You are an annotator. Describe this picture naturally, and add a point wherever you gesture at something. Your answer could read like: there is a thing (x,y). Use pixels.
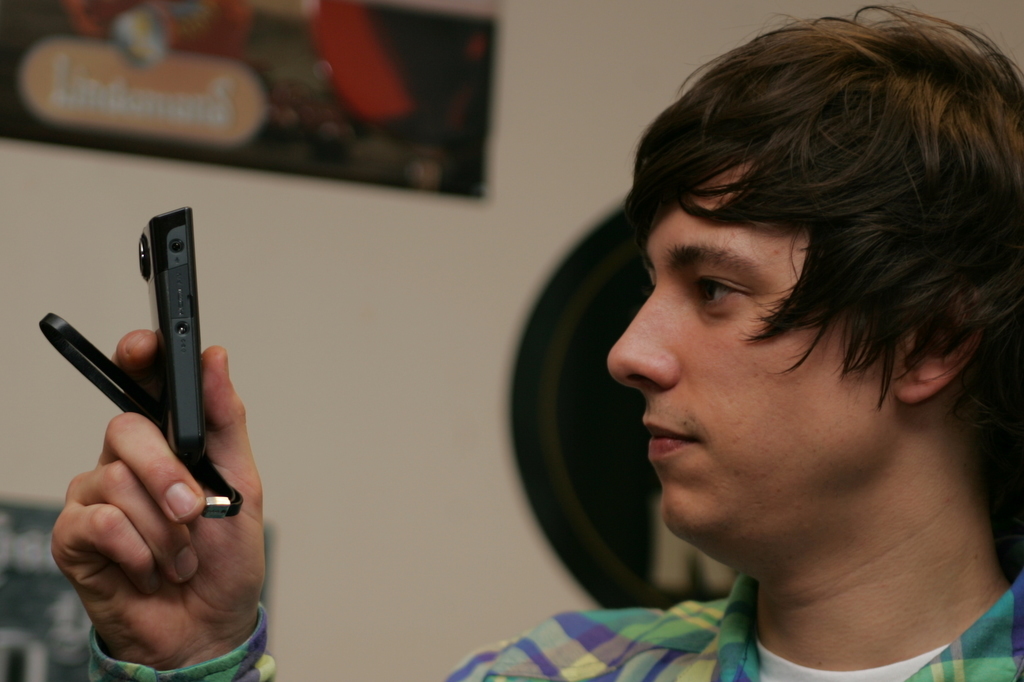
In this image I see a man (979,388) who is holding a device (71,347) in his hand (120,443) and I see that he is wearing a colorful shirt (579,624). In the background (495,582) I see the wall (47,467) and a poster (61,134) on it.
